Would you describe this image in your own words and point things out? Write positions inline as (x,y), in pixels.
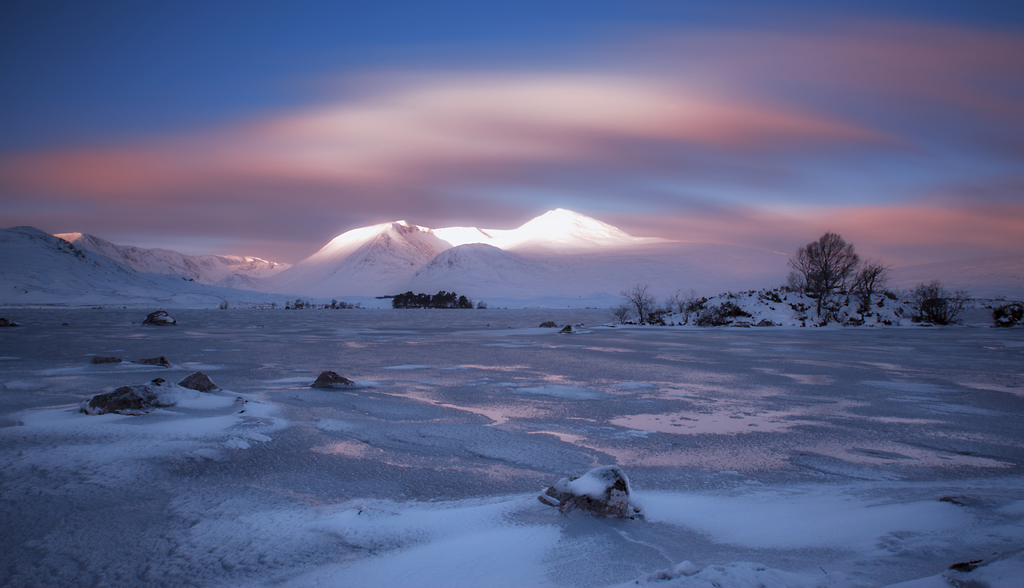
In this picture we can see the mountains (565,246), trees (686,298) and land (579,326) covered with snow (367,573). The sky (428,197) is partially gloomy.
